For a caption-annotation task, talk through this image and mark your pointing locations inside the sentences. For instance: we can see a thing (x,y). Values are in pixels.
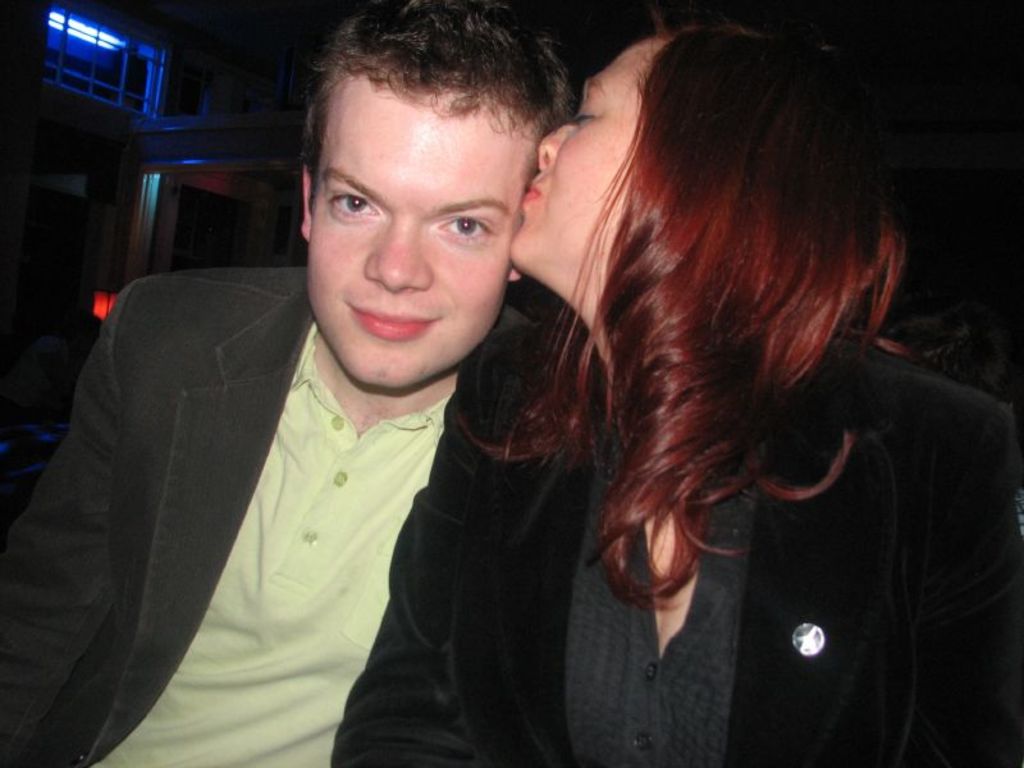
In this picture we can see a woman (733,433) is kissing the man (294,348). Behind the people (292,390) there are some objects (136,153).
